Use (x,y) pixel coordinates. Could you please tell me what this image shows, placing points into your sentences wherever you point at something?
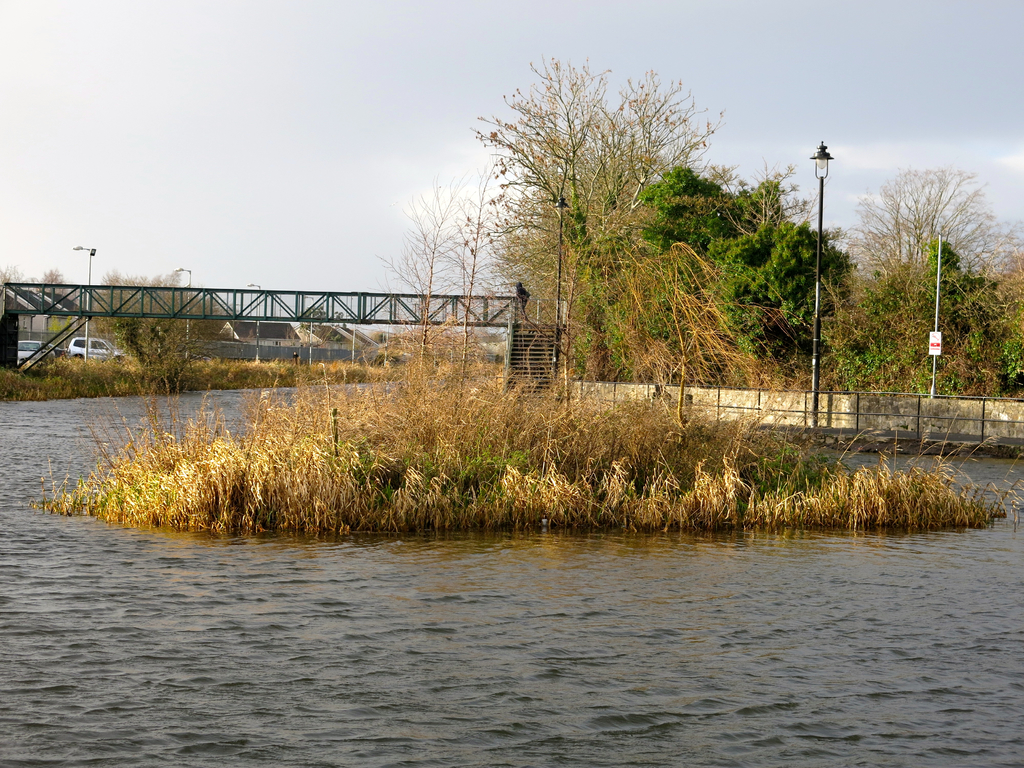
This image is clicked outside. In this image there is a bridge (325,319), green plants (779,251) and trees (663,334) along with dry grass (363,449). There is water (127,438) in the river (73,436). In the background (92,346), there are cars (111,344) along with sky (85,267).
